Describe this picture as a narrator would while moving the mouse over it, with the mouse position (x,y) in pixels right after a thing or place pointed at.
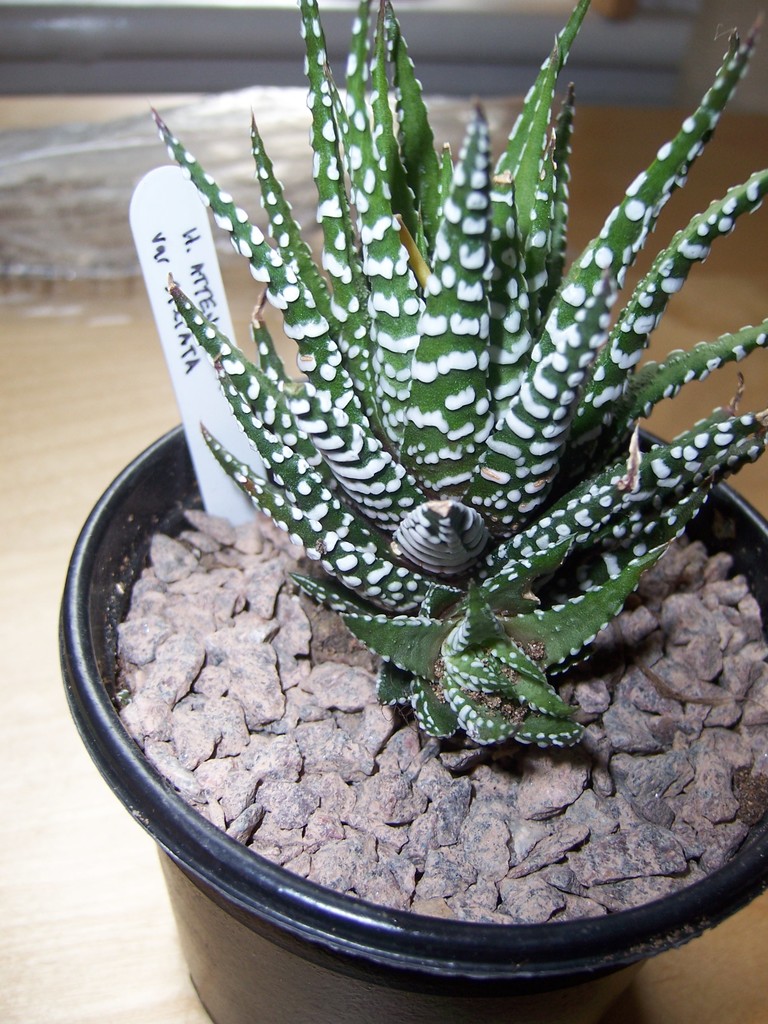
In this image, in the middle (416,501) there is a houseplant (387,527). At the bottom (339,1011) there is a pot (328,896) on that there are stones (339,732), poster (196,423), plant (440,524). In the background (255,280) there is a floor (102,378).
